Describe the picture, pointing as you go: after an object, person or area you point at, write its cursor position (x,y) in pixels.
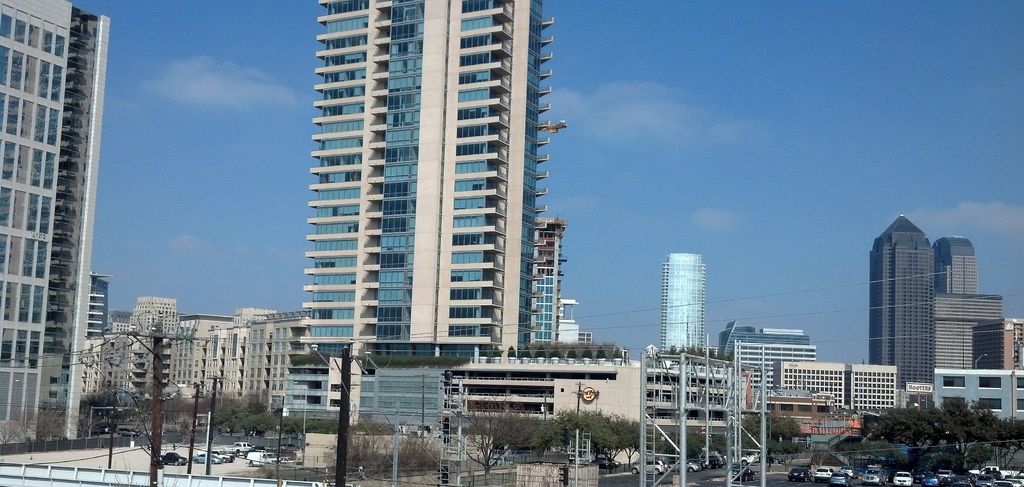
In this image we can see some buildings (166,298), trees (926,420), poles (579,416), vehicles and other objects (693,408). In the background of the image (222,197) there is the sky (660,240). On the left side (136,475) bottom of the image (124,469) there is an object (107,482).
